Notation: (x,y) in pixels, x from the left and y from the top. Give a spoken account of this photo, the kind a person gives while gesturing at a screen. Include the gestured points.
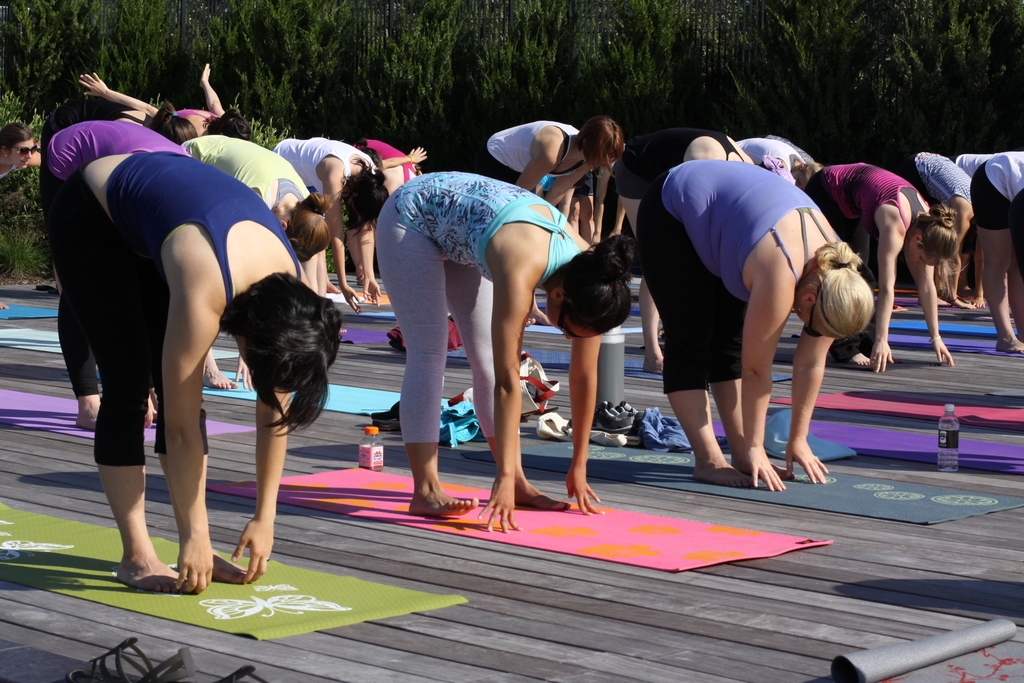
In this picture there are people (487,298) those who are exercising on the mats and there are trees (538,91) in the background area of the image (537,72).
